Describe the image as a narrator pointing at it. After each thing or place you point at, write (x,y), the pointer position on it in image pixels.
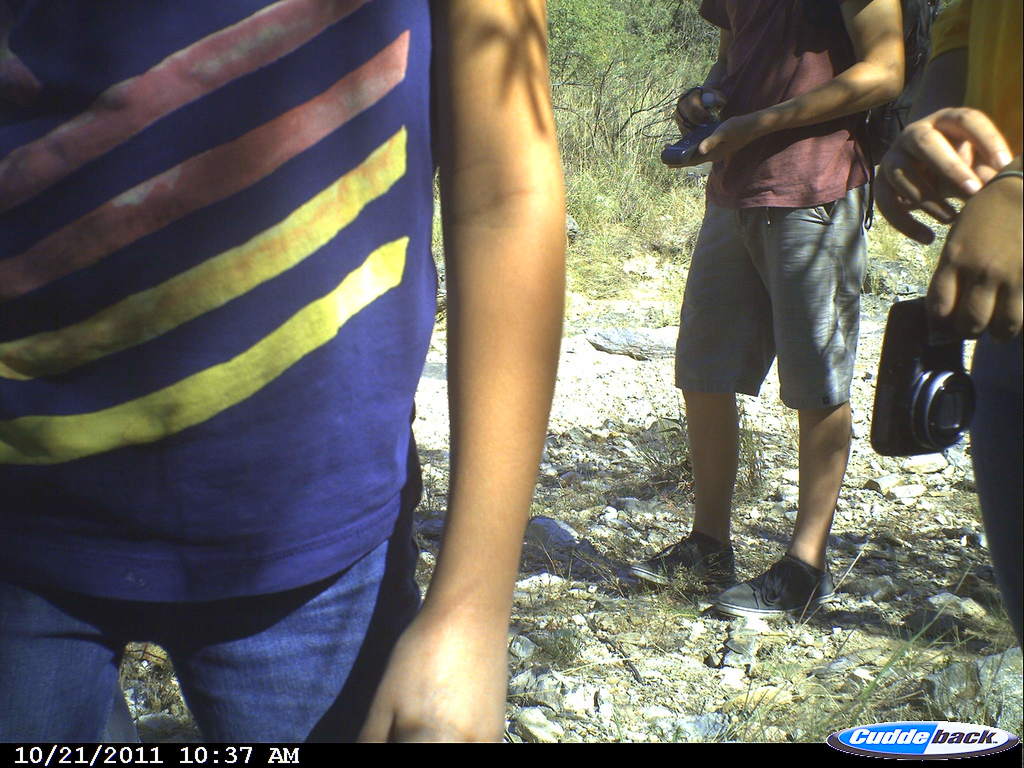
In this picture, we see three men (481,295) standing. The man (1002,460) on the right side (908,359) is holding the camera (932,390) in his hand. Beside him, the man (768,151) in brown T-shirt (776,151) is holding a blue color thing (698,147) in his hands (720,140). Behind him, there are trees (604,97). At the bottom of the picture (683,638), we see the grass (886,700) and the stones (705,724).
